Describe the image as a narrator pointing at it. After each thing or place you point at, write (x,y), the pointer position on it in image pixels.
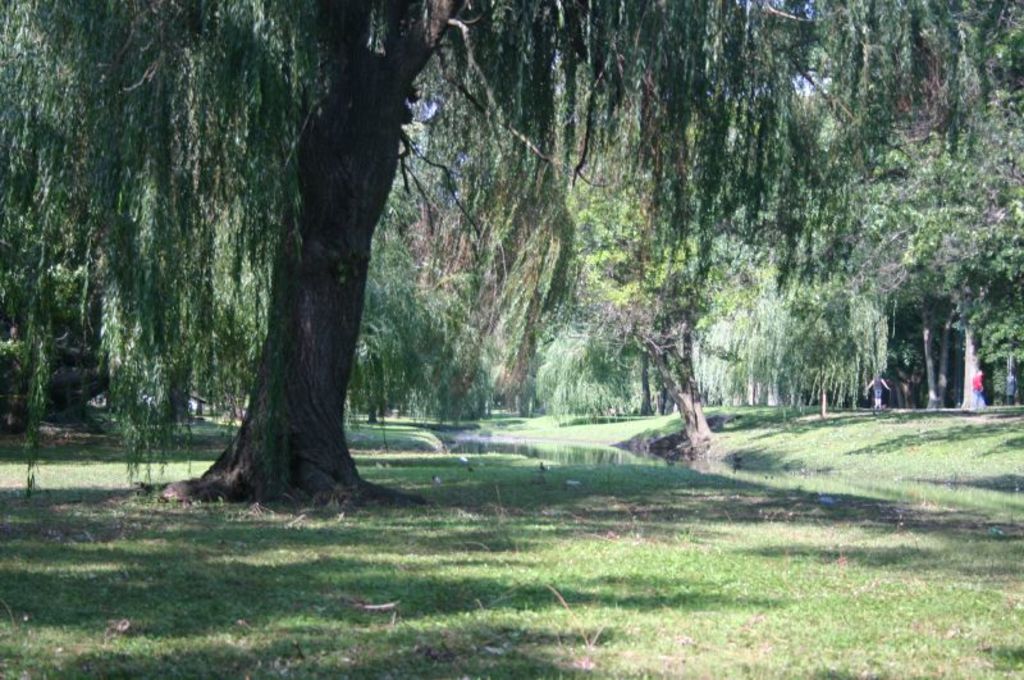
In this image I can see many trees (343,412). To the right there are few people (983,405) standing on the ground (860,431) and wearing the different color dresses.
